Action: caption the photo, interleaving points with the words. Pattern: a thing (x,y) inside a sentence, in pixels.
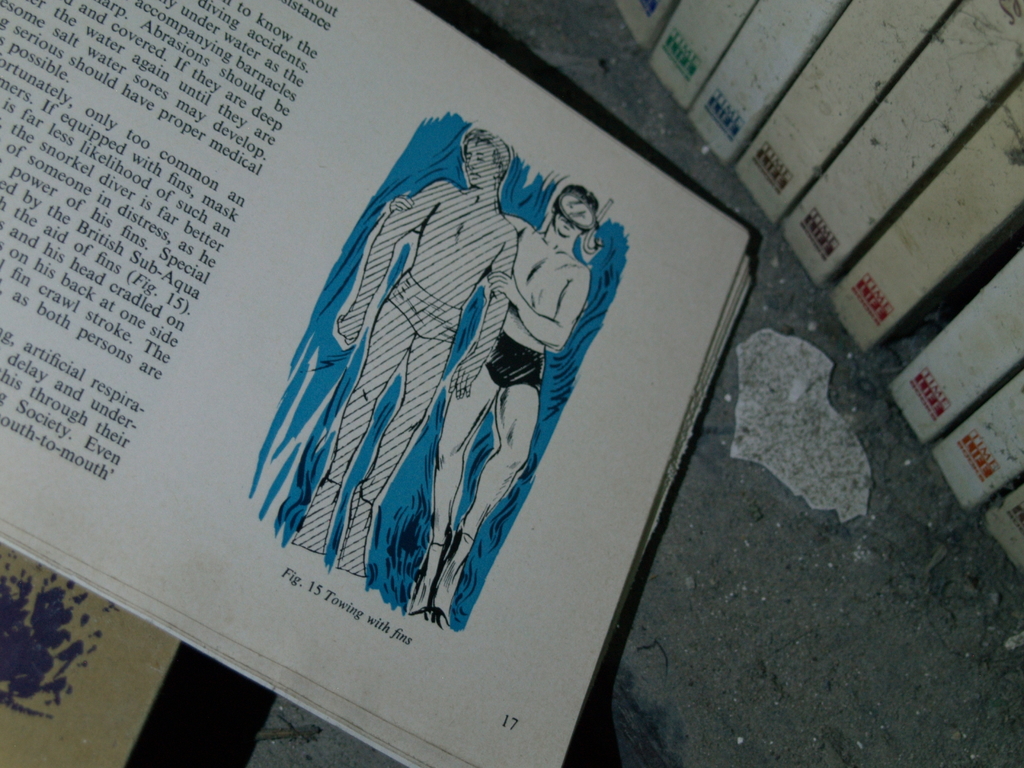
In the foreground of this picture (181,565) we can see a book (178,275) containing the text (180,157) and the depictions (499,251), we can see the depiction (543,268) of a person (510,316) wearing a diving mask (568,223) and seems to be swimming in the water body (585,317) and we can see the depiction (451,223) of another person (487,228). In the right corner (820,122) we can see some objects (827,214) which seems to be the books (796,151). In the foreground (789,433) we can see some other objects (798,411) and the ground (736,661).
